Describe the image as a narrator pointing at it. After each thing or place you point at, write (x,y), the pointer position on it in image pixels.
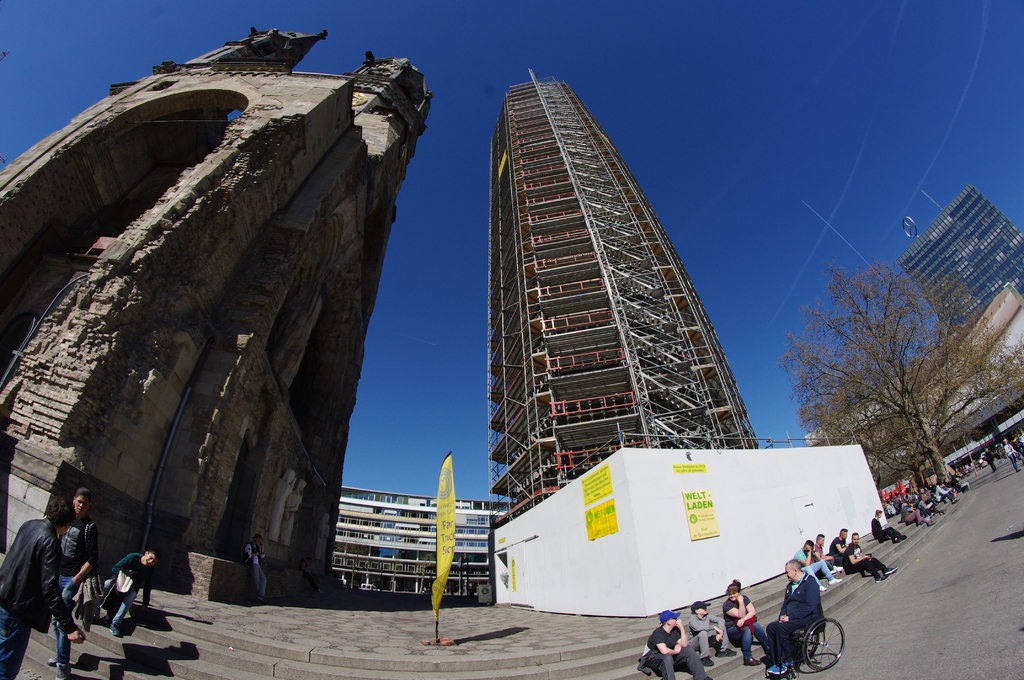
In this image there are tall buildings (282,226) in the middle (547,261). At the bottom (901,602) there is a road (961,581) on which there are few people (1012,447). On the right side (891,386) there is a tree (899,373) behind the building (967,289). At the top (763,89) there is sky (744,99). There are few people (739,600) sitting on the steps (194,632). In the middle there is a banner (439,557).
